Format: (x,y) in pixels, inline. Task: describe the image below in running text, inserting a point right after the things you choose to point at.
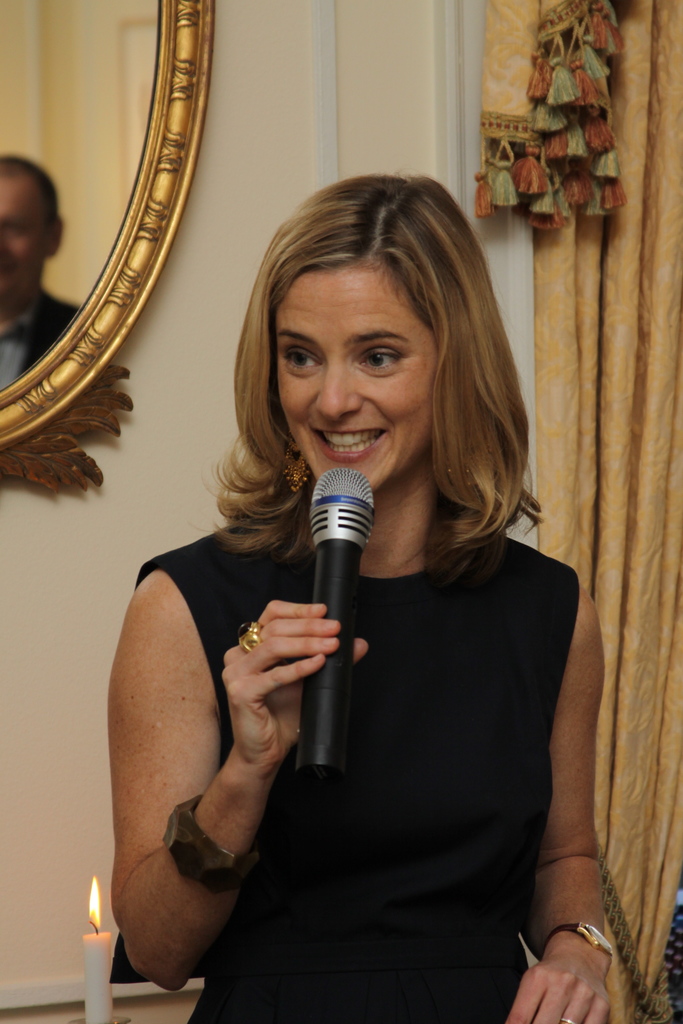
This is the picture of a woman (381,789) in black dress (386,695) holding a microphone (350,603) and talking something and to her left hand (572,940) she is wearing a watch (576,928). Behind the woman (405,704) there is a wall (160,414) with mirror (83,171) and curtain (604,496) and also on the table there is a candle (94,964) with flame (93,916).
